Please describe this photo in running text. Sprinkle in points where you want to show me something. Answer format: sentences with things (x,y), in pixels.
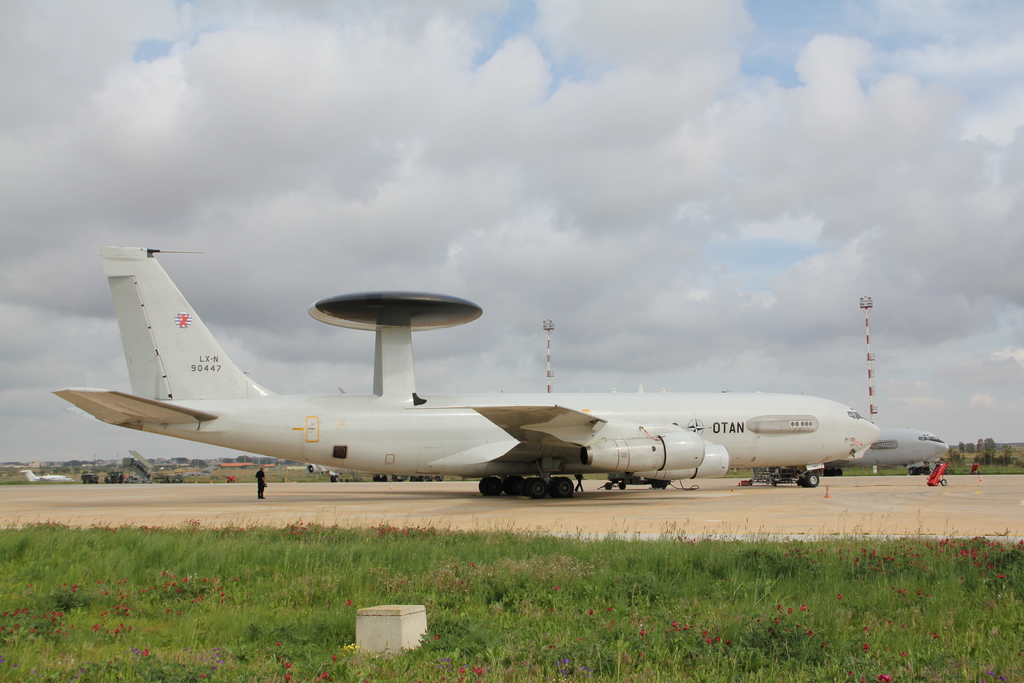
In this image we can see aeroplanes (558,487) on the ground (576,496), and there is a grassy land (463,613) at the bottom of this image (520,603), and there is a cloudy sky (480,248) at the top of this image (555,208).
